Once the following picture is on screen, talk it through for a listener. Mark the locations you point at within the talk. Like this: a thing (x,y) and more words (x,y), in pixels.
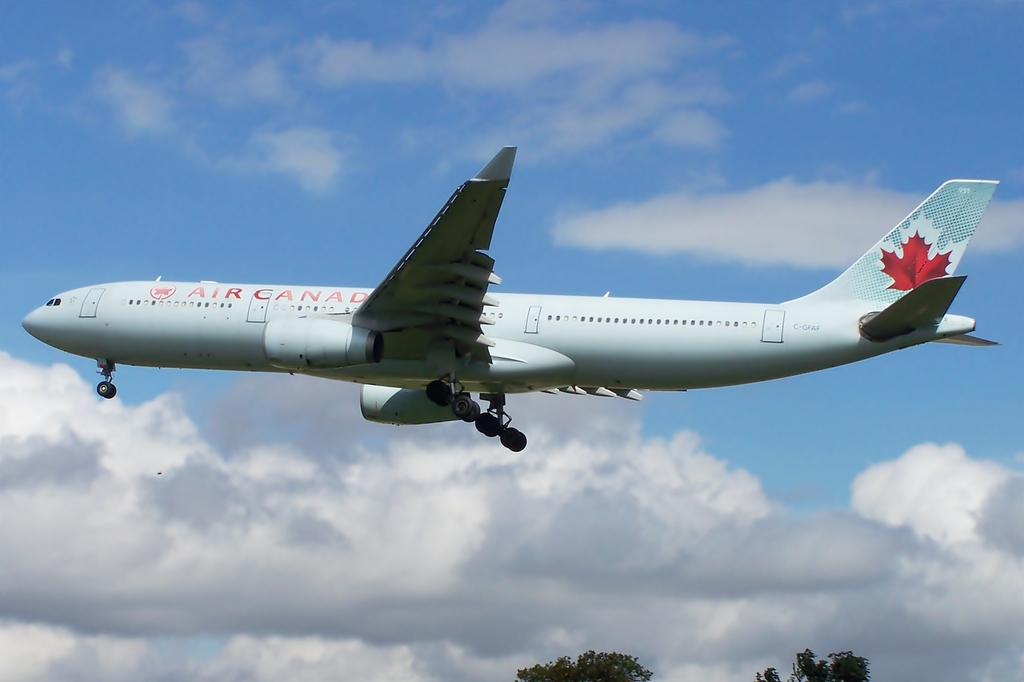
At the bottom of the image (582,668) there are some trees (773,676). In the middle of the image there is a plane (889,344). Behind the plane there are some clouds (422,552) and sky (768,294).
